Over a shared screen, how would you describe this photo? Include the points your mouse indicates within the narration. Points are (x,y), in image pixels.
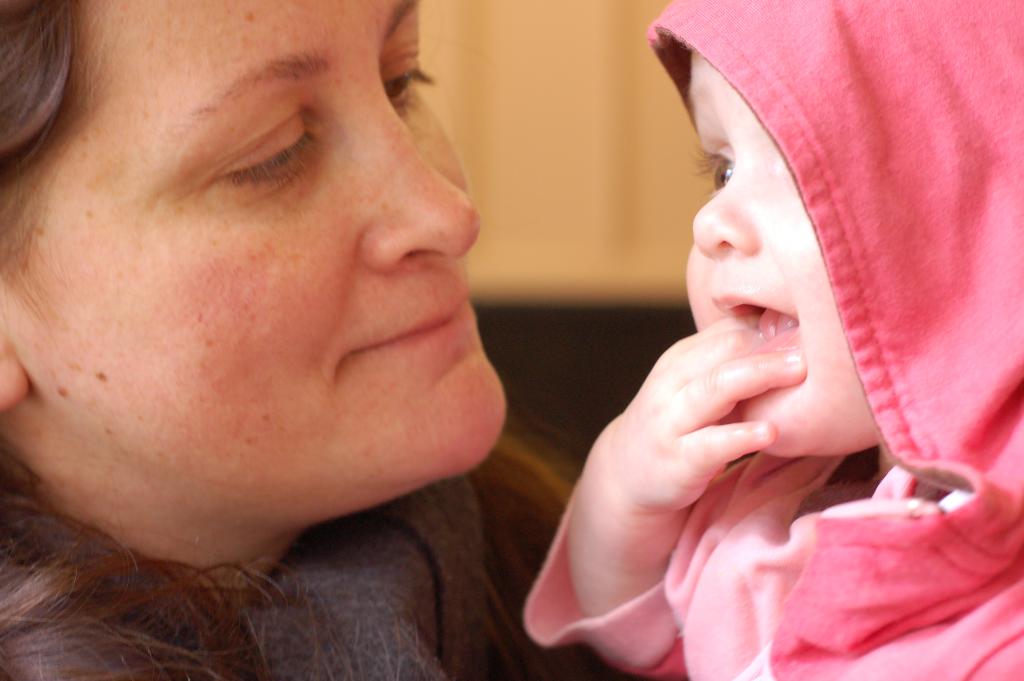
In this image there is a woman (325,382) on the left side (302,461) and on the right side (831,440) there is a kid (870,445) smiling.
